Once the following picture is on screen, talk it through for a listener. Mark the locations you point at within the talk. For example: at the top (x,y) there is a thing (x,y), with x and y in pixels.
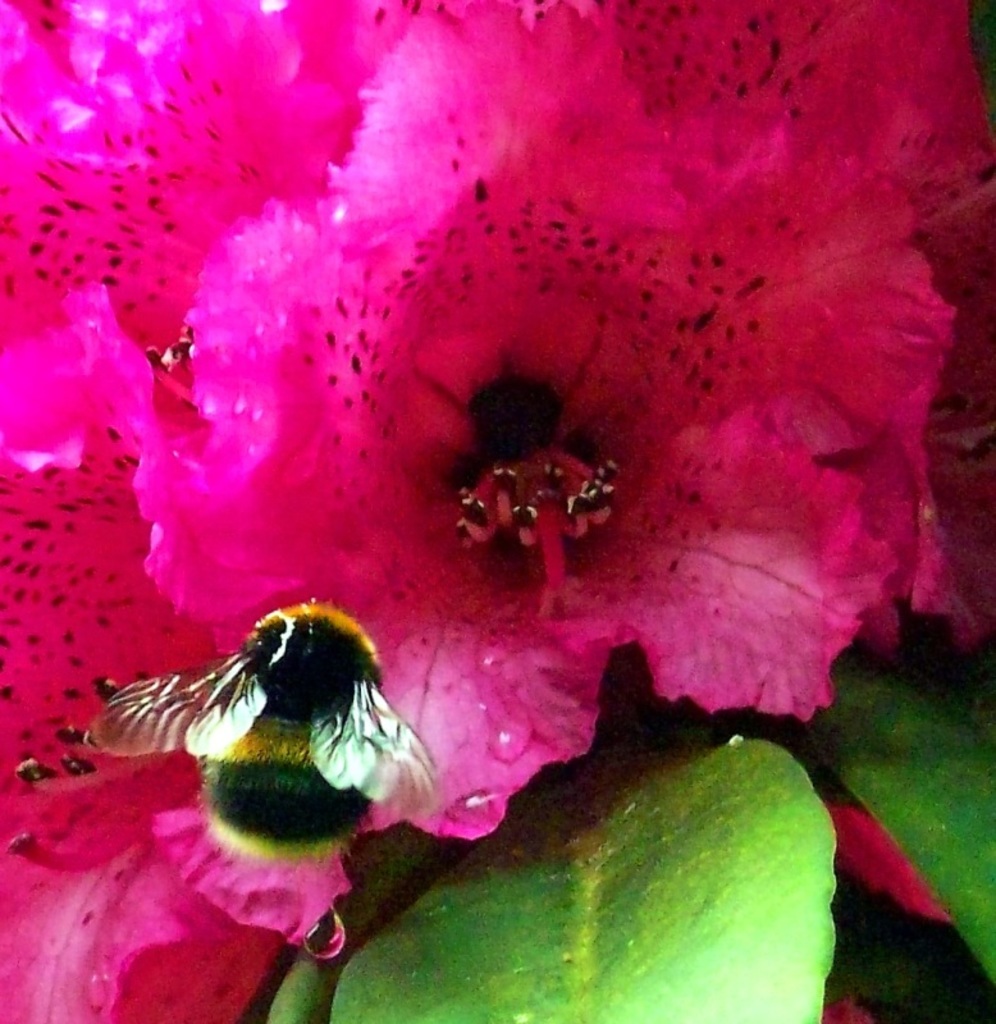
In this picture I can see a bumblebee (302,711) placed on the flower (401,608), beside I can see some leaves (638,895).
